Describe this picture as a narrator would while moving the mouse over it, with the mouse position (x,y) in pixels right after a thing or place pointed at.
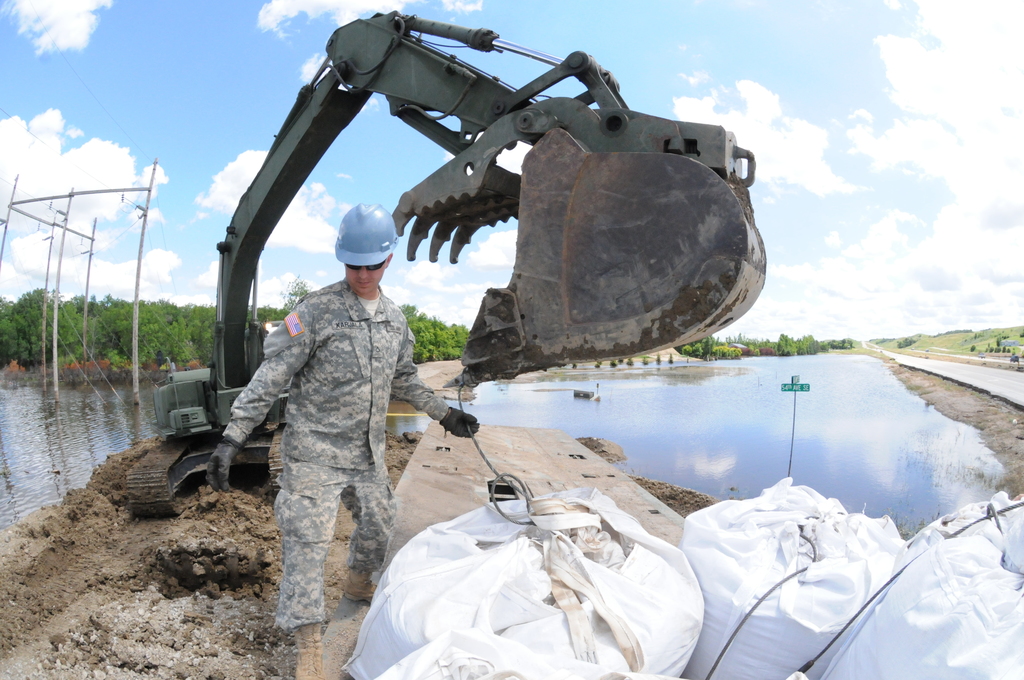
In the foreground (346,384), I can see a man (347,334) is standing on the ground (251,617). In front of this man (333,364) there are few white color bags (543,589). At the back of this man (302,347) I can see a bulldozer (210,439). In the background (591,420) there is a river (687,422). On the other side of the river (688,406) I can see many trees (172,335) and poles (63,254). On the right side (988,388) there is a road (967,374). At the top of the image (756,57) I can see the sky (788,42) and clouds (797,134).
